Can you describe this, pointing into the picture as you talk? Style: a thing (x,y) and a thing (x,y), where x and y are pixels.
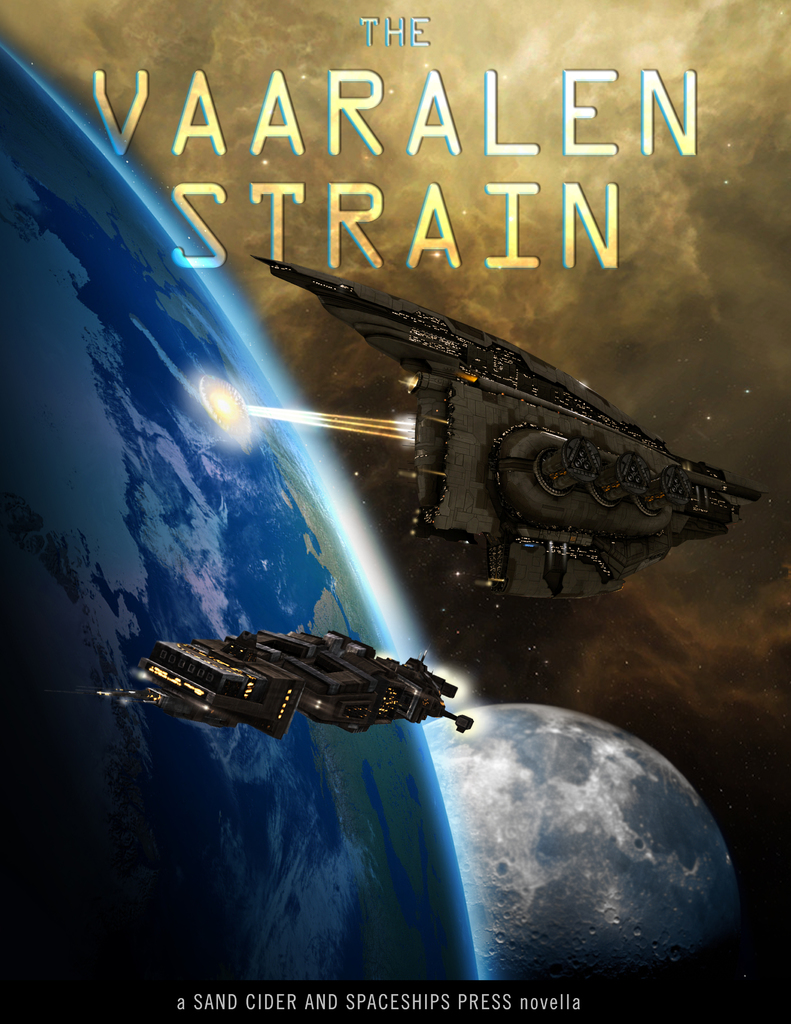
In this image I can see the poster (461,455) and I can see two spaceships (520,415) and few planets (282,514) and I can see something is written on the image.
